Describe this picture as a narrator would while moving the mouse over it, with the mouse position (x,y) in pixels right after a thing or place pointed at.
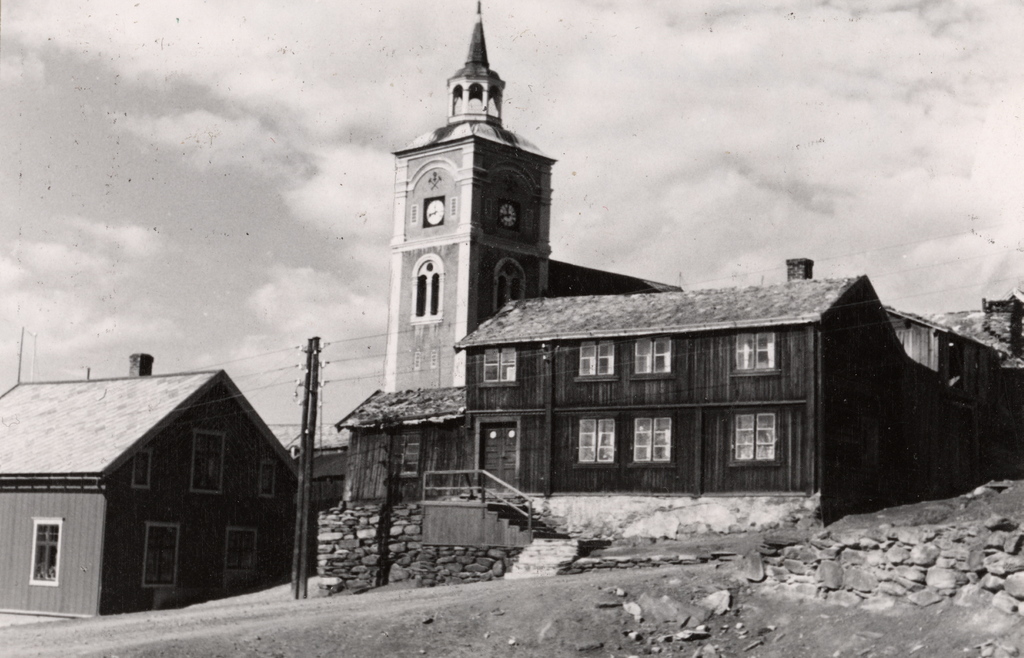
This is a black and white picture. Here we can see houses (621,436), poles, and clocks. In the background (344,200) there is sky (705,135) with clouds (912,143).
